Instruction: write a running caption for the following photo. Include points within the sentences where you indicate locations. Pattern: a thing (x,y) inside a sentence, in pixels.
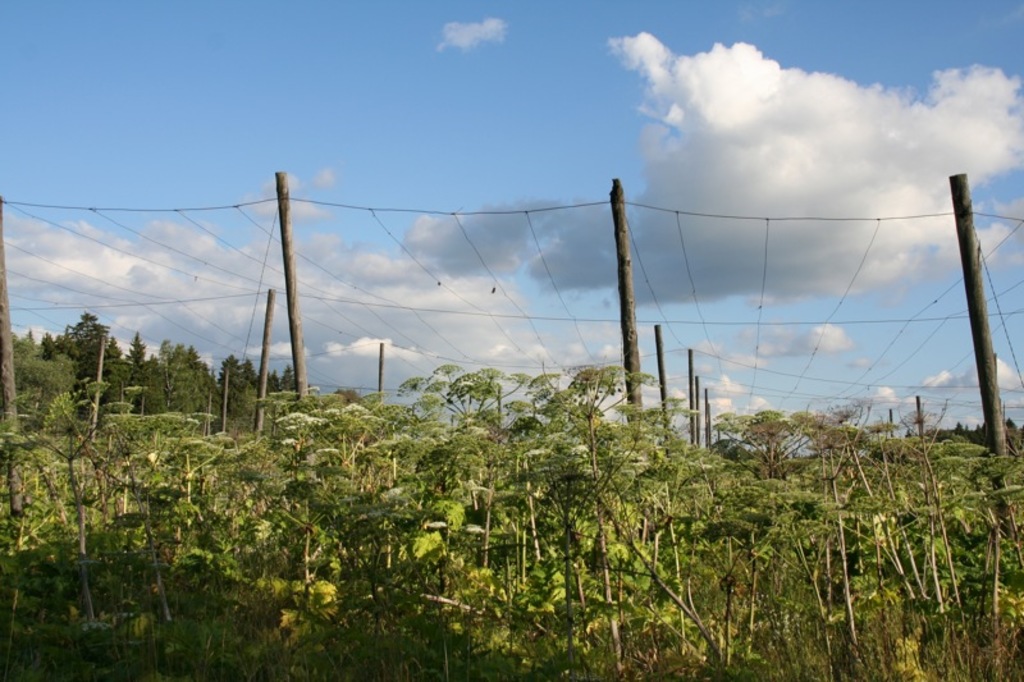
In this image there are some plants (217,456) in the bottom of this image (238,493) and there are some trees (216,416) on the left side of this image (216,416). There are some wooden poles (267,357) are attached with some ropes (586,204) in the middle of this image (621,275). There is a cloudy sky (554,263) on the top of this image (577,185).
